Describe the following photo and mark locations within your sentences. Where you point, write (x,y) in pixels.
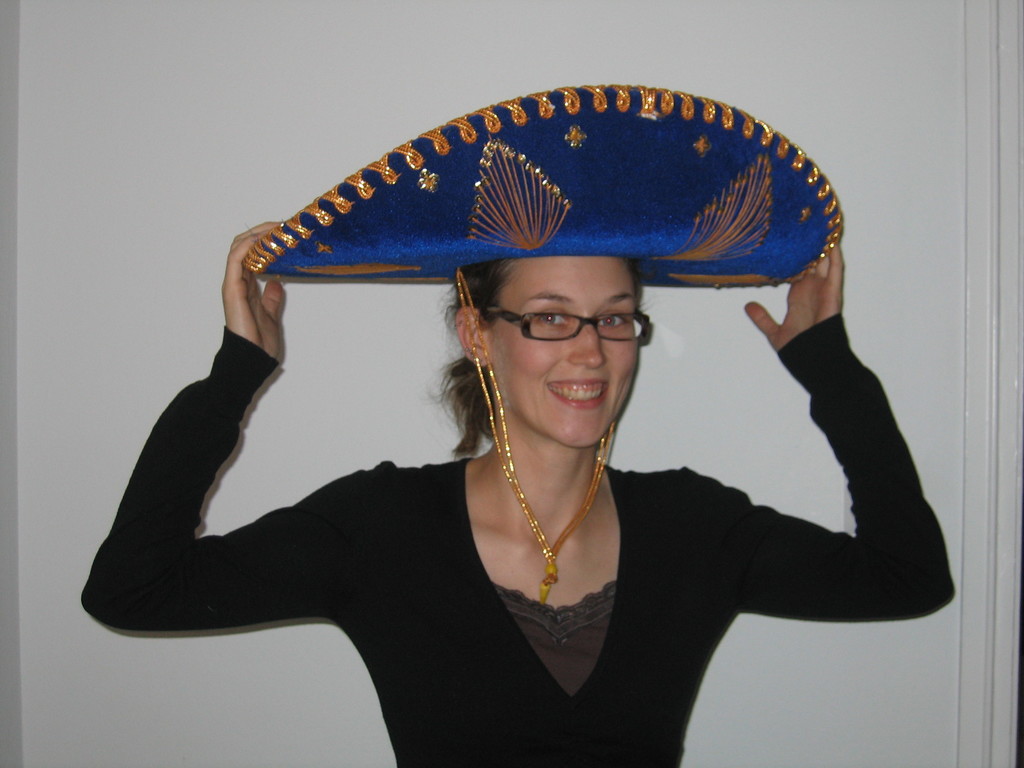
In the center of the image (589,367) we can see a lady (505,496) is smiling and wearing a black dress (755,532), hat (502,236), spectacles (493,312). In the background of the image (78,38) we can see the wall (262,29).
